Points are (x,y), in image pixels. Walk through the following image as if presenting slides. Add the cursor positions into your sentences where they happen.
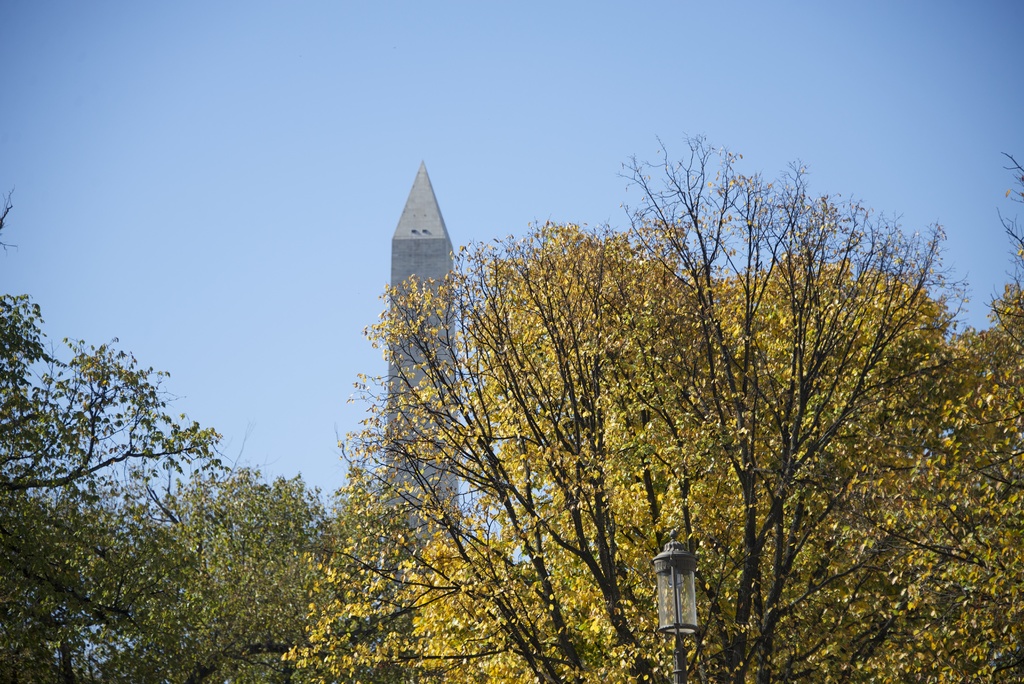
In this image I can see the many trees (553,511) and the light pole (692,616). At the back of trees (531,413) I can see the tower (421,235) which is in ash color. In the background (269,115) I can see the blue sky (297,186).
